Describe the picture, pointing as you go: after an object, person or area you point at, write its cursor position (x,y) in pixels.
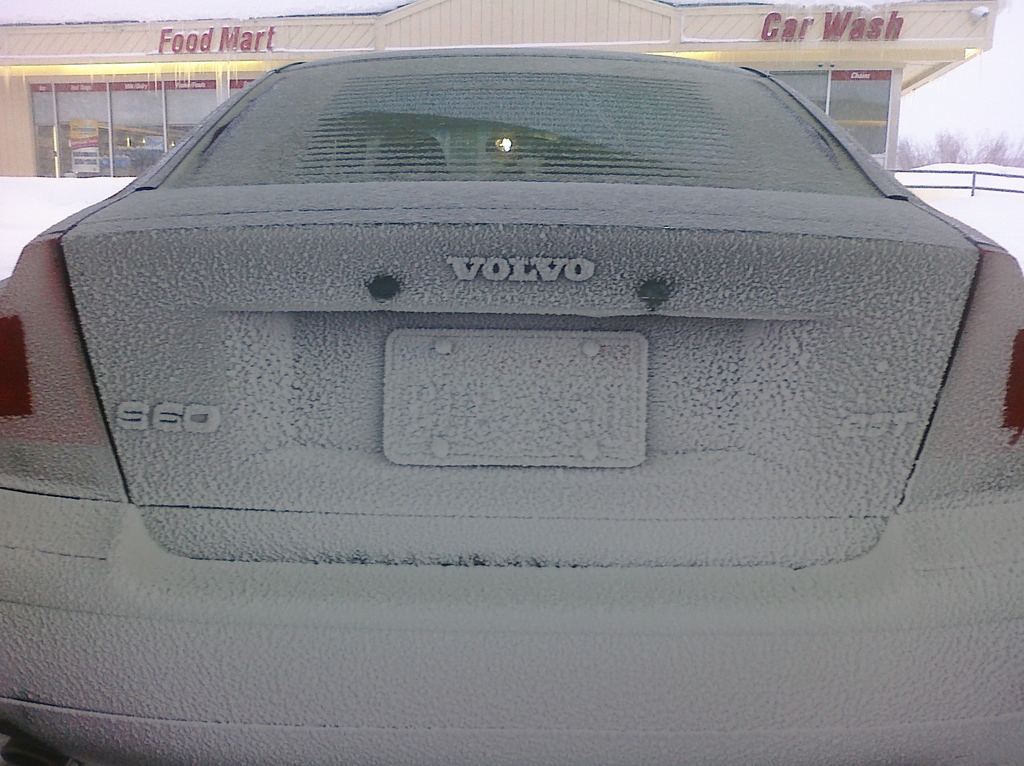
In this image we can see a car (361,351) with snow (361,351) and in the background (11,62) there is a building (287,60) and text (839,12) on the building (797,63), trees (993,154), an iron railing (963,173) and a sky (981,130).
